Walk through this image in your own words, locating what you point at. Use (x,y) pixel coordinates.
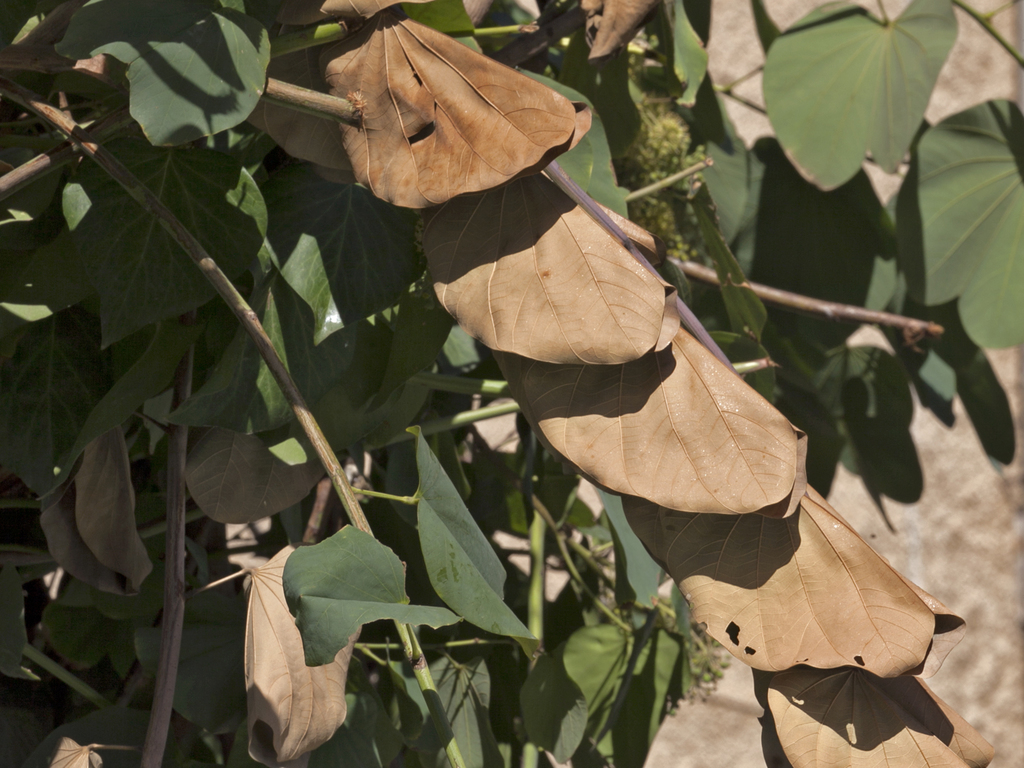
In this image, we can see a plant (151,329) with green and brown leaves (425,395).
